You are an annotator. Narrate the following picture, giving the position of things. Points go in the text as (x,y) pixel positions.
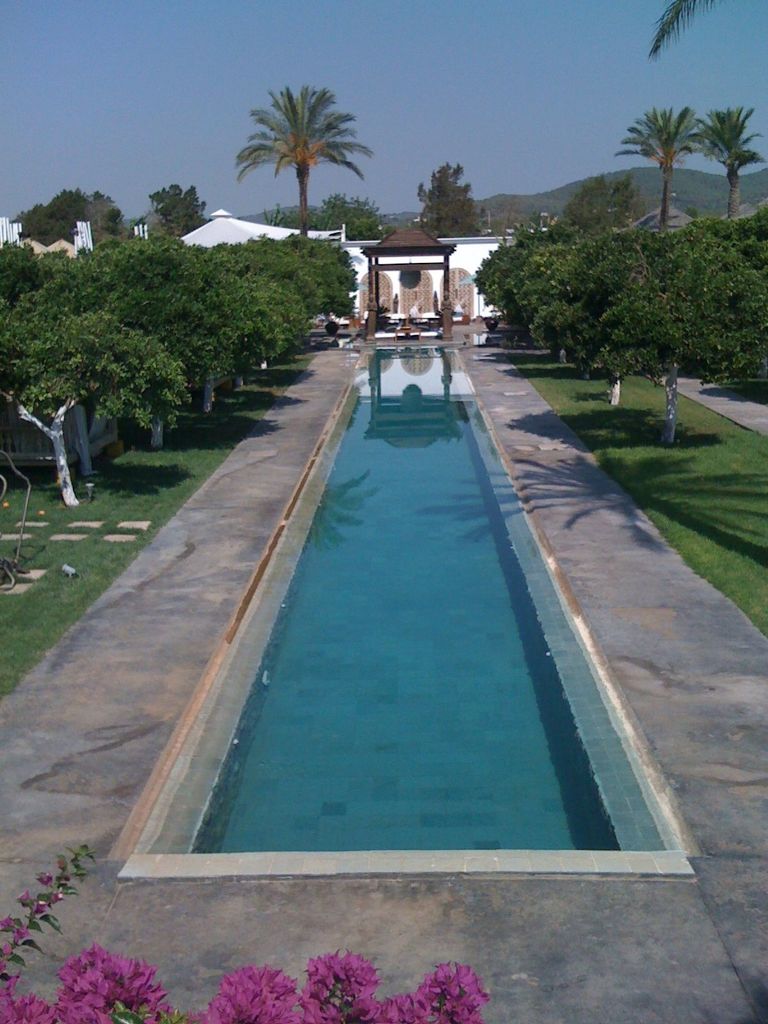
In this image I can see a water pool (403,664) in the center of the image (434,510) and a construction (390,268) in the center of the image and the reflection (401,408) of the construction (445,270) in the pool water (410,450). I can see trees (288,296) on both sides of the pool (416,641). I can see trees (752,228), mountains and sky (371,96) at the top of the image (415,126).
